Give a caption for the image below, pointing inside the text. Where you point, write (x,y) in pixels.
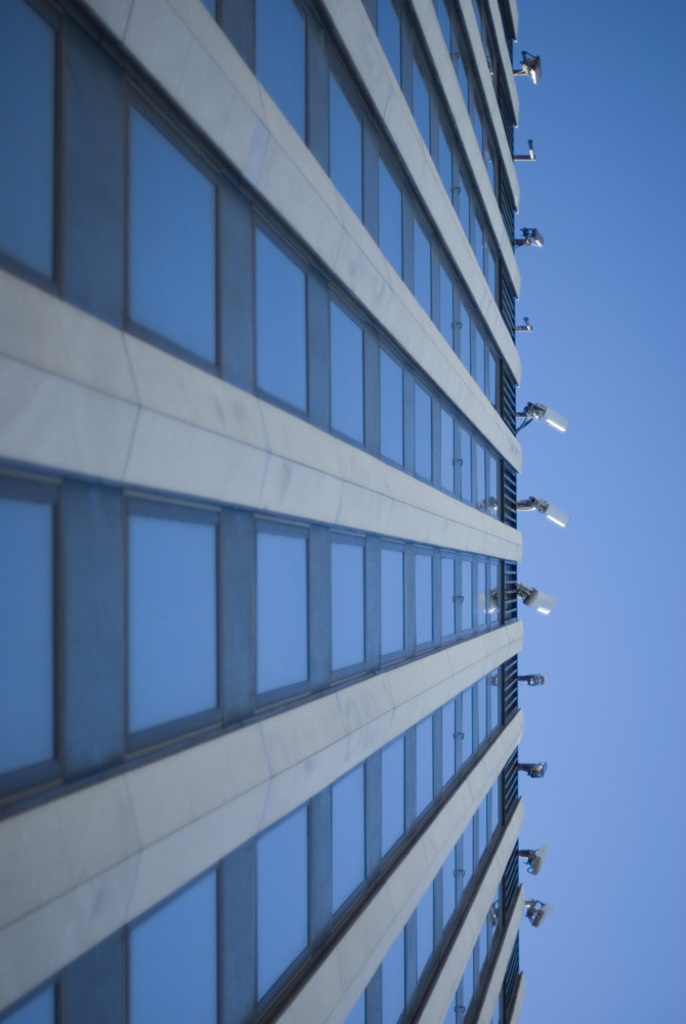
In this image there is a building (249,678) having few lights (532,59) on it. Right side (551,876) there is sky (581,593).
